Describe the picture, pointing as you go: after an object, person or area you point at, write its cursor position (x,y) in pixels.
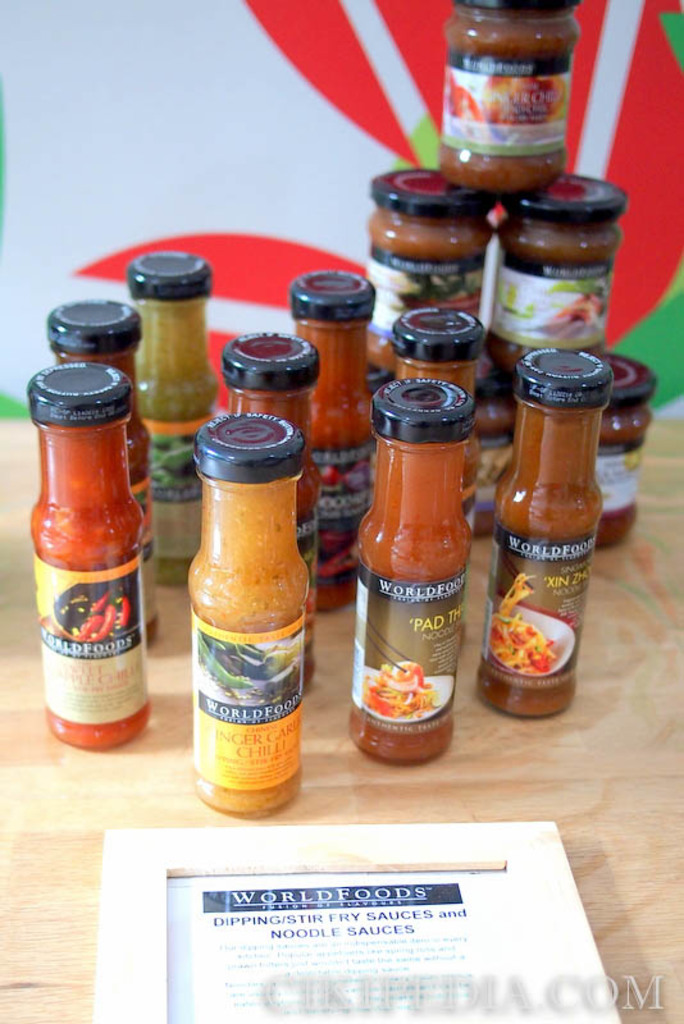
On this table (117,798) we can see jars (477,84) and bottles (361,594) with food ingredients (572,517). In-front of these bottles (416,540) there is an information board (469,837). Bottom of the image (346,982) there is a watermark (352,1002). Background (671,153) it is in red and white color.
